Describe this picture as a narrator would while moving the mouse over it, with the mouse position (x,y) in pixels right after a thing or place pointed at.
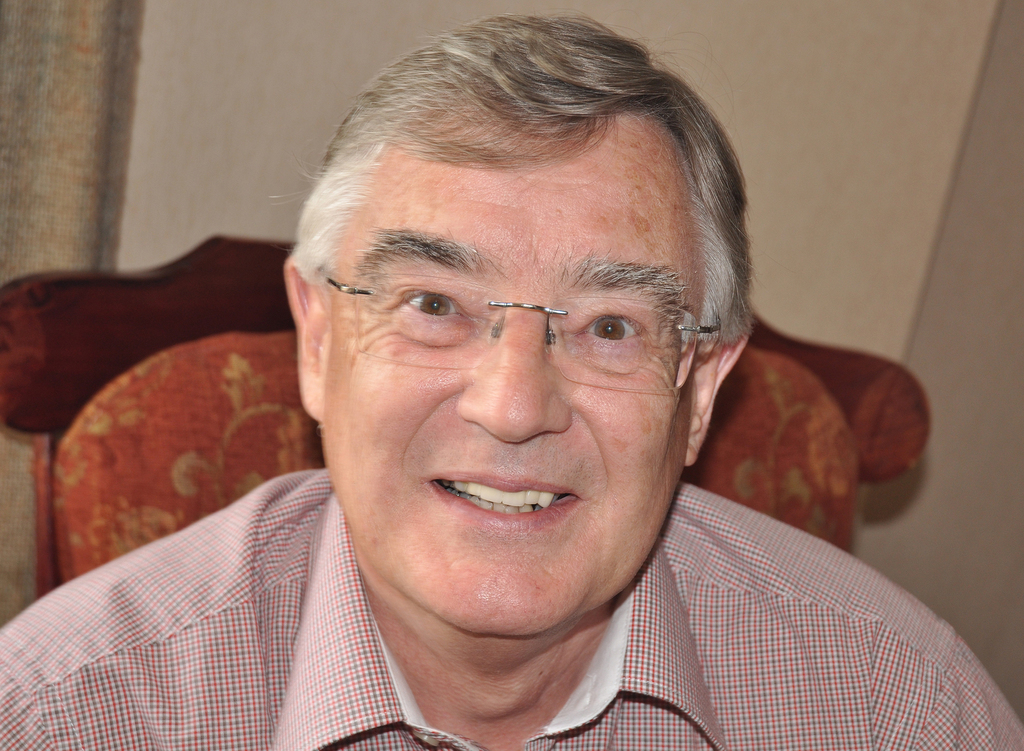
In this image there is a person (524,682) wearing a shirt (606,682) and spectacles (457,356). He is sitting on a chair (811,411). Background (953,325) there is wall (265,229). Left side (36,162) there is a curtain (82,103).
